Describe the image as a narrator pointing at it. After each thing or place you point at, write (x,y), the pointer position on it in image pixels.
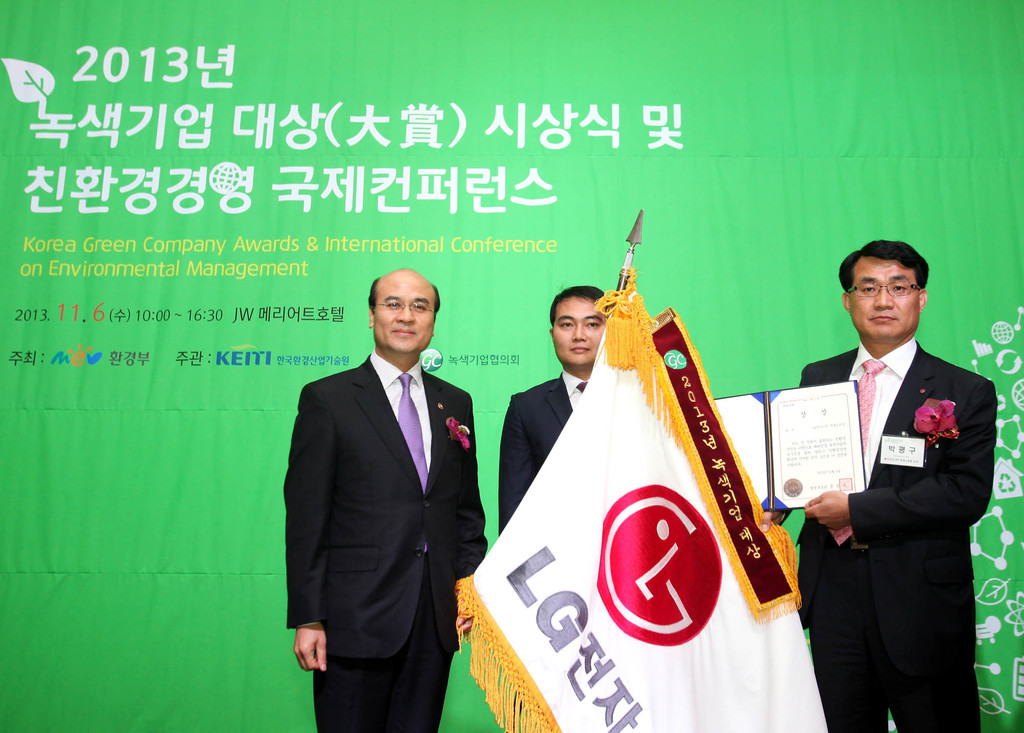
In the image there are three men (594,346) standing and holding the pole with flag (709,570) and memento (775,439) in their hands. In the background (634,43) there is a green poster (226,195) with something written on it and also there are few images (990,573) on it.
